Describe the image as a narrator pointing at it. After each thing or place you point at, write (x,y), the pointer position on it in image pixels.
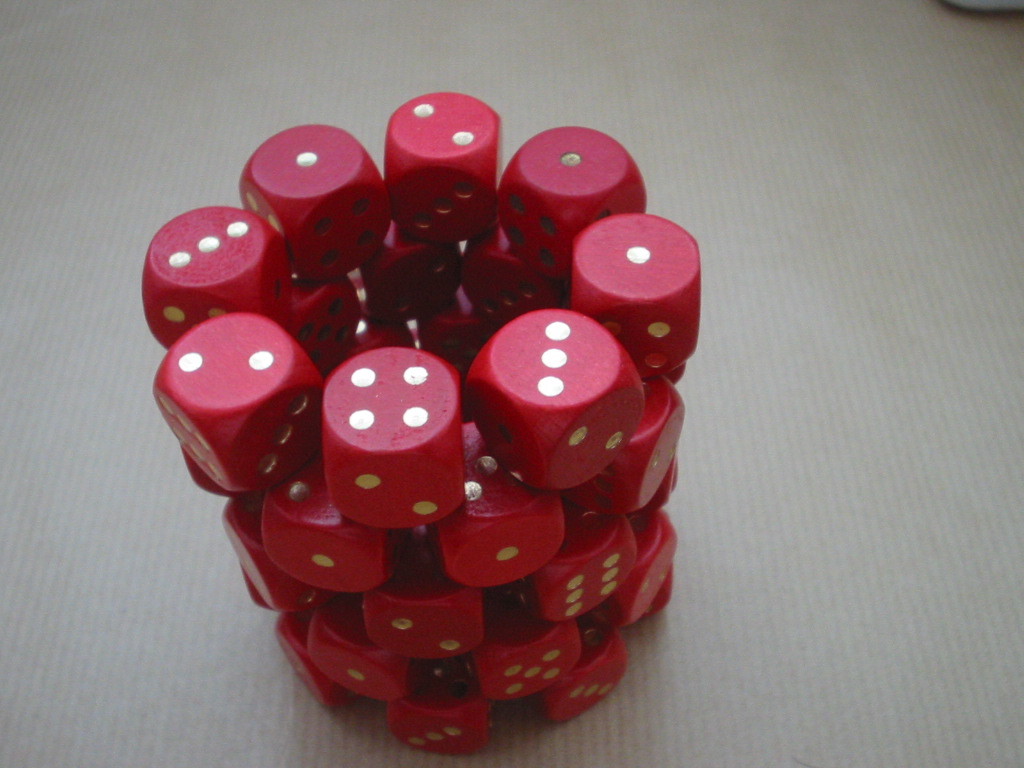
In this picture there are group of dice (282,409) arranged in a structure (497,561). The dice (467,318) are in red in color.
